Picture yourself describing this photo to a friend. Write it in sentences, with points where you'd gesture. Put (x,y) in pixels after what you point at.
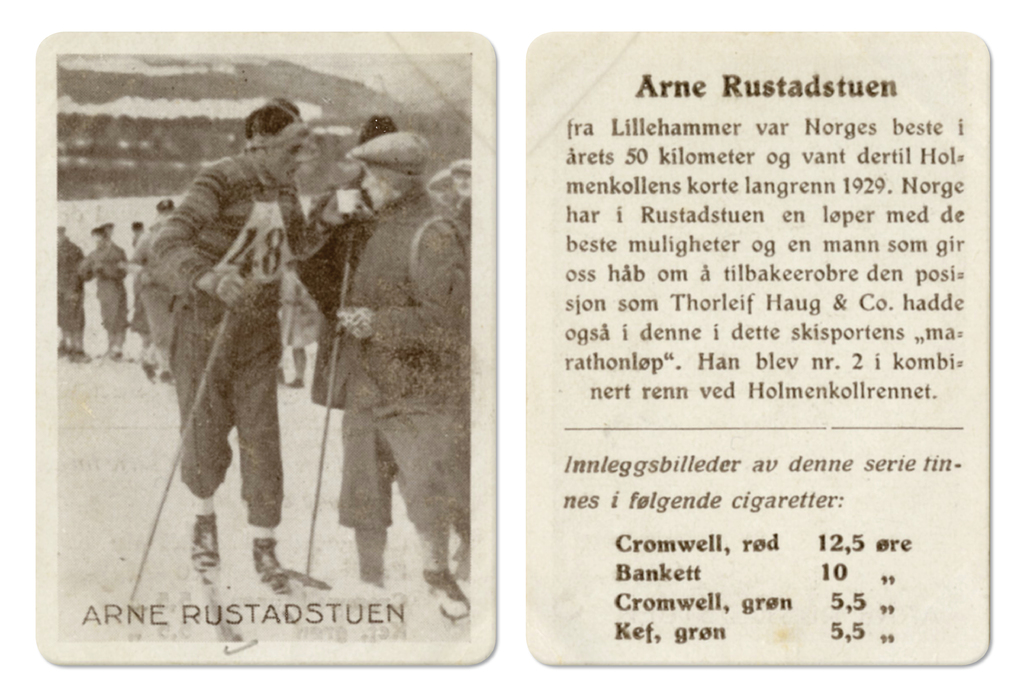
In this picture I can see there are two persons (218,285) visible, on the left side (333,393) and they are holding sticks (198,400), in the back ground (152,286) I can see few persons (79,303) and I can see a text (801,244) on the paper (871,262) on the right side (836,243).
